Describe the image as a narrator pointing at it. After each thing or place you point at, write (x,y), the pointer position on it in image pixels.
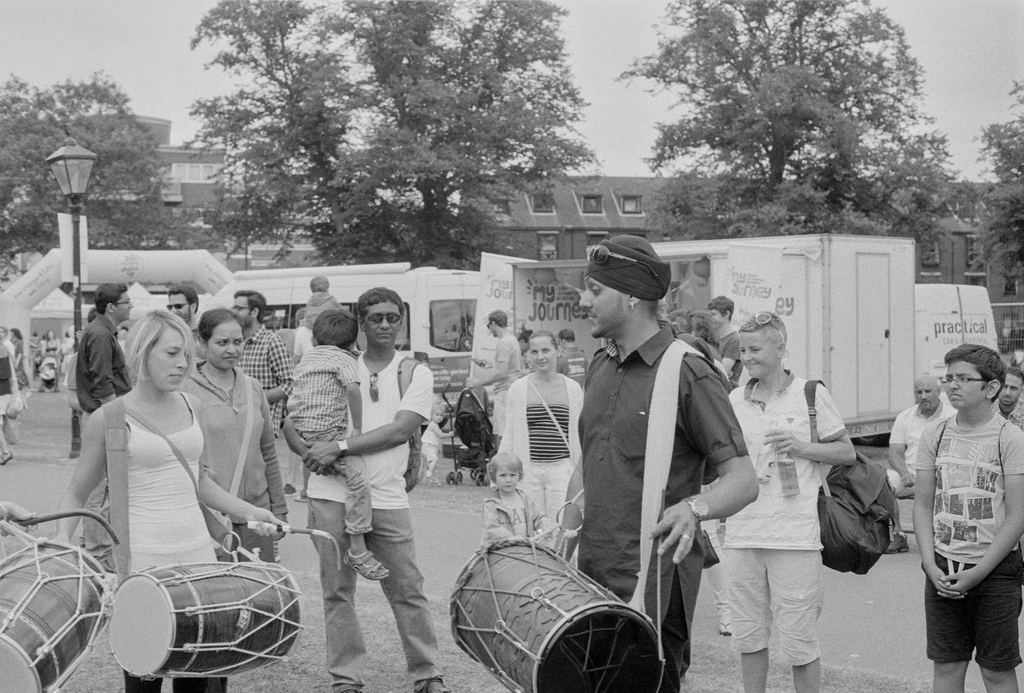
In this picture we can see some persons (627,537) standing on the road (449,532). These are some musical instruments (487,603). Here we can see some vehicles (469,299) on the road (865,655). There is a pole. On the background (413,188) we can see some trees (777,207). This is building (614,212) and there is a sky (160,81).
